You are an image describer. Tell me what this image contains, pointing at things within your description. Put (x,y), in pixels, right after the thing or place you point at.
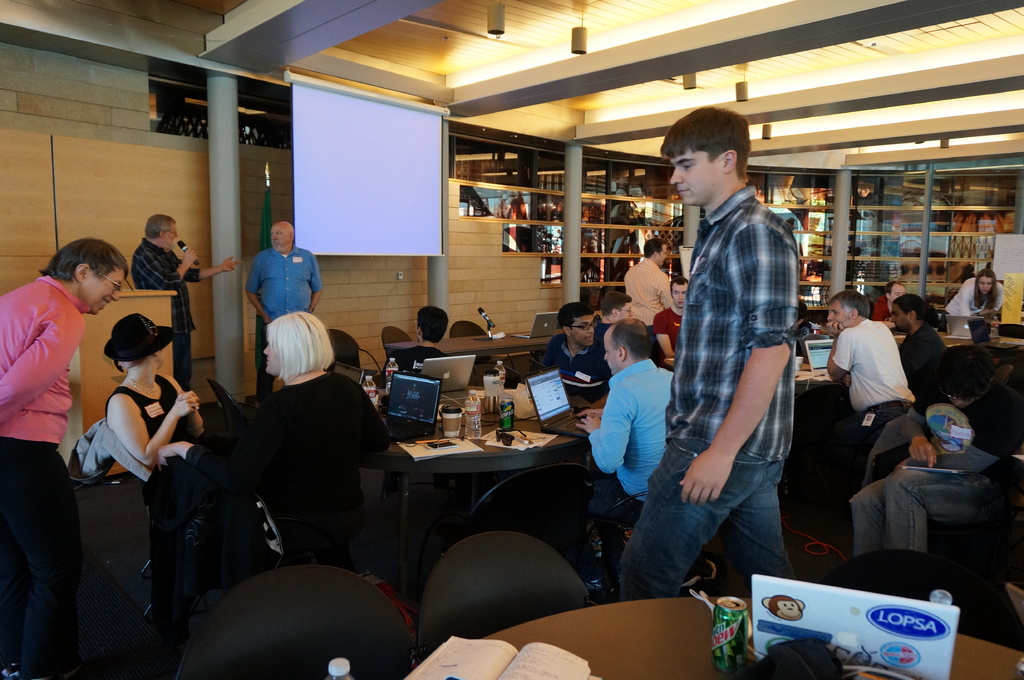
In this image, we can see people (369,439) and some are sitting and some are standing and one of them is holding a mic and there is a lady (141,423) wearing a cap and there are monitors (417,396), bottles (479,405), tins (512,425) and some other objects (436,671) on the tables (539,631). In the background (158,310), we can see a podium (158,310), a screen (338,157), a flag (270,198) and we can see some other objects (557,197) on the wall (497,241). At the top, there are lights (479,75) and there is a roof (656,102).
